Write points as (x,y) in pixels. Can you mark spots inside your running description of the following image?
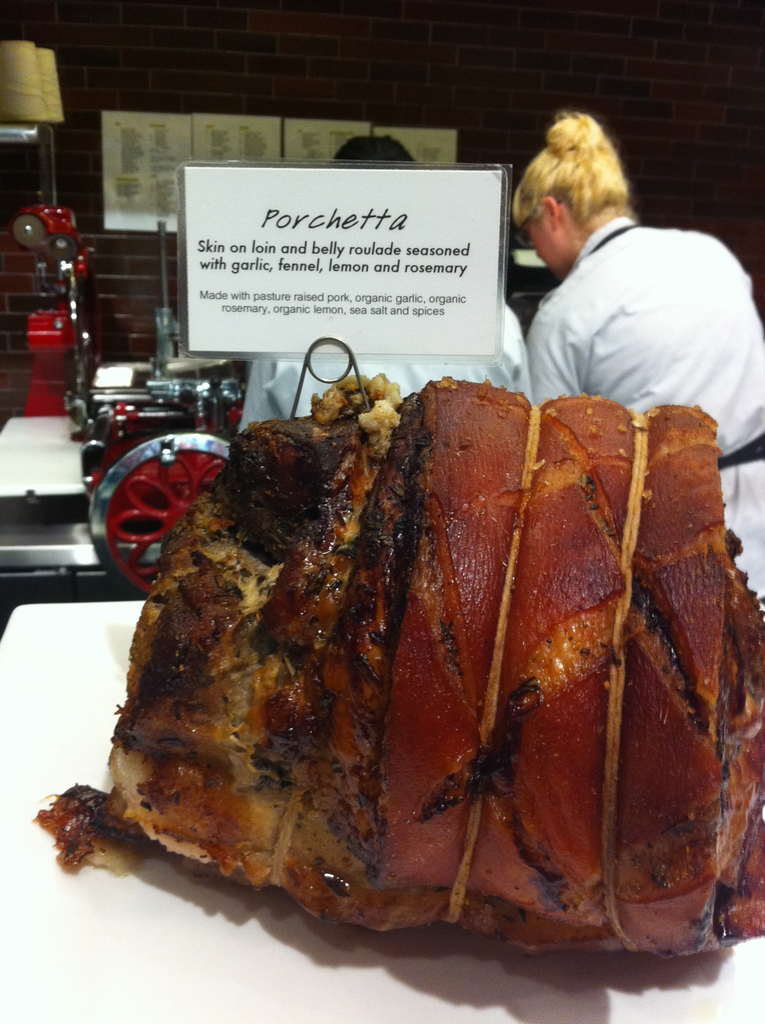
In this picture I can see the fried meat (538,624) which is kept in a white plate (79,722). On the right (634,251) there is a woman (627,249) who is wearing white dress (699,298), besides her there is a person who is standing near to the table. On the table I can see the kitchen appliance (126,368). In the top left corner (29,108) there are twine spools (30,98) which are on a metal stand (48,166).
